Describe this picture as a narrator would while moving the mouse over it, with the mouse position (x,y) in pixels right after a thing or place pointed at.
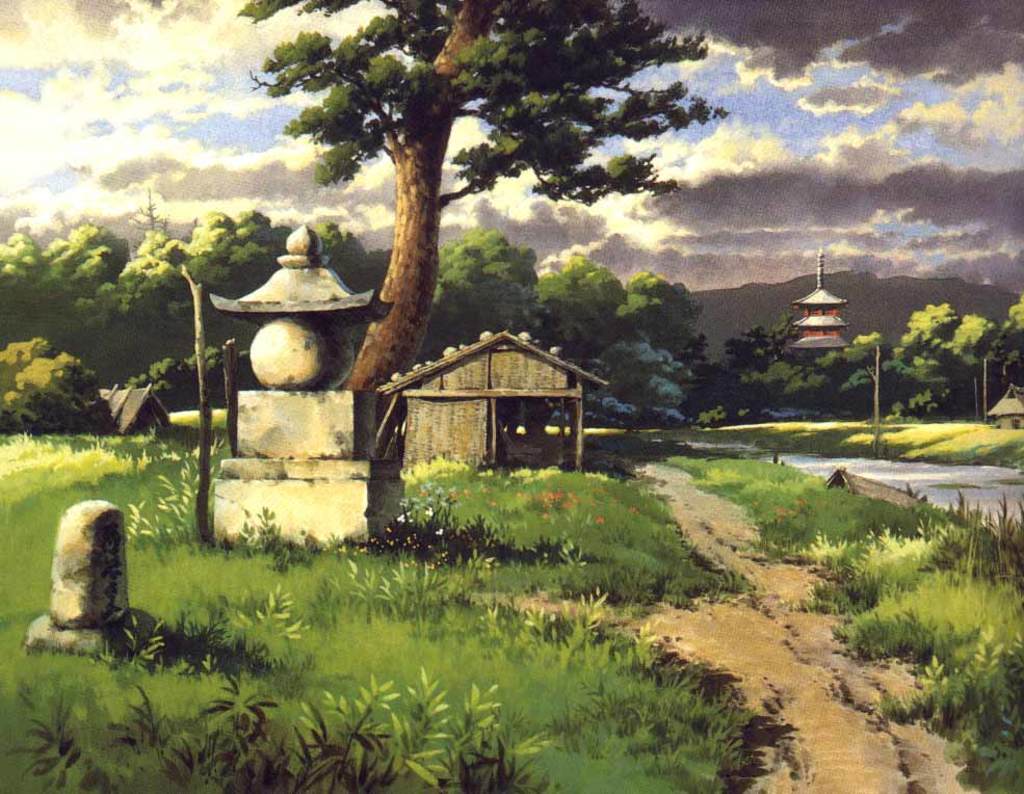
In front of the image there are plants (258,715). At the bottom of the image (398,690) there is grass (310,701) on the surface (390,682). On the left side of the image (303,403) there are concrete structures (257,519). There are wooden poles (207,422). In the center of the image (480,342) there is hut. In the background of the image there is a building (812,295). There are trees (782,331), mountains (808,281) and sky (864,157).
